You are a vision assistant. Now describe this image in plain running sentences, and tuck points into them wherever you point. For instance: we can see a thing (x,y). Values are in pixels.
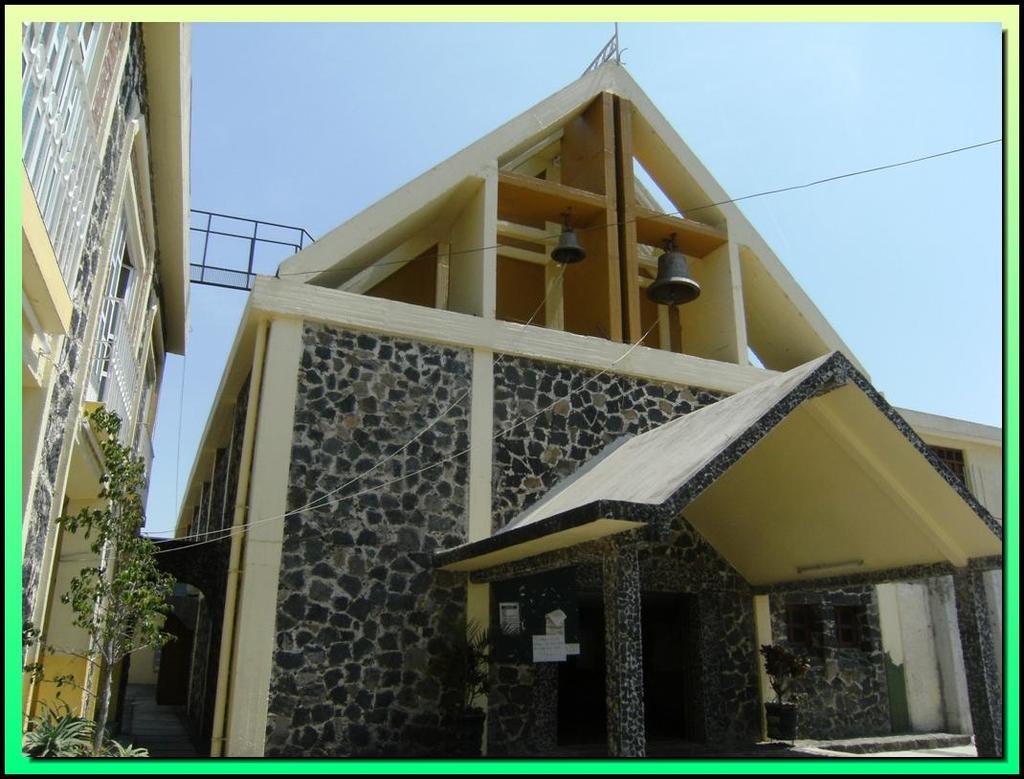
This image is an edited image. This image is taken outdoors. At the top of the image (370,113) there is a sky (739,117). On the left side of the image (182,319) there is a building (105,198) and there are two plants (93,737). In the middle of the image (496,421) there is a house (659,399) with walls (345,448), pillars (963,607), a door (649,654), windows (861,641) and a roof (893,460). There are two bells (677,255).
